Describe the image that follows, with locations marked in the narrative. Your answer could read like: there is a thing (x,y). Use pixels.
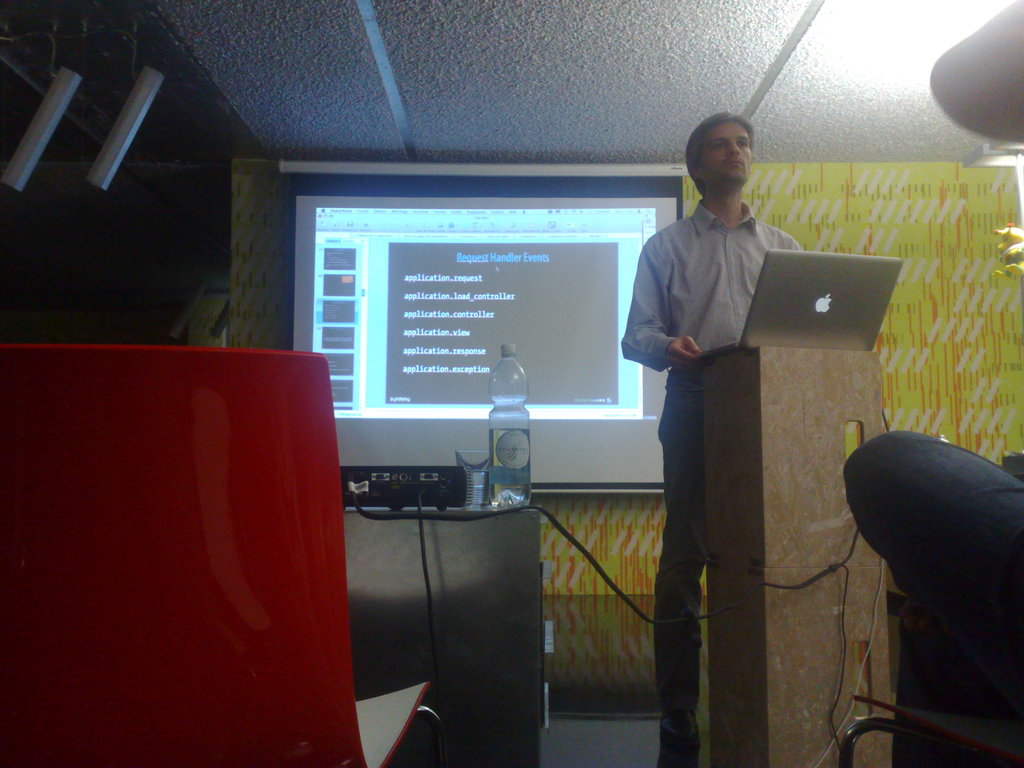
This picture describes about few people (916,511), on the right side of the image (713,275) we can see a man (716,305), in front of him we can find a laptop (810,323), beside to him we can see a bottle (493,444), glass (482,466) and a projector (459,490) on the table (512,570), and also we can see a projector screen (427,328).
